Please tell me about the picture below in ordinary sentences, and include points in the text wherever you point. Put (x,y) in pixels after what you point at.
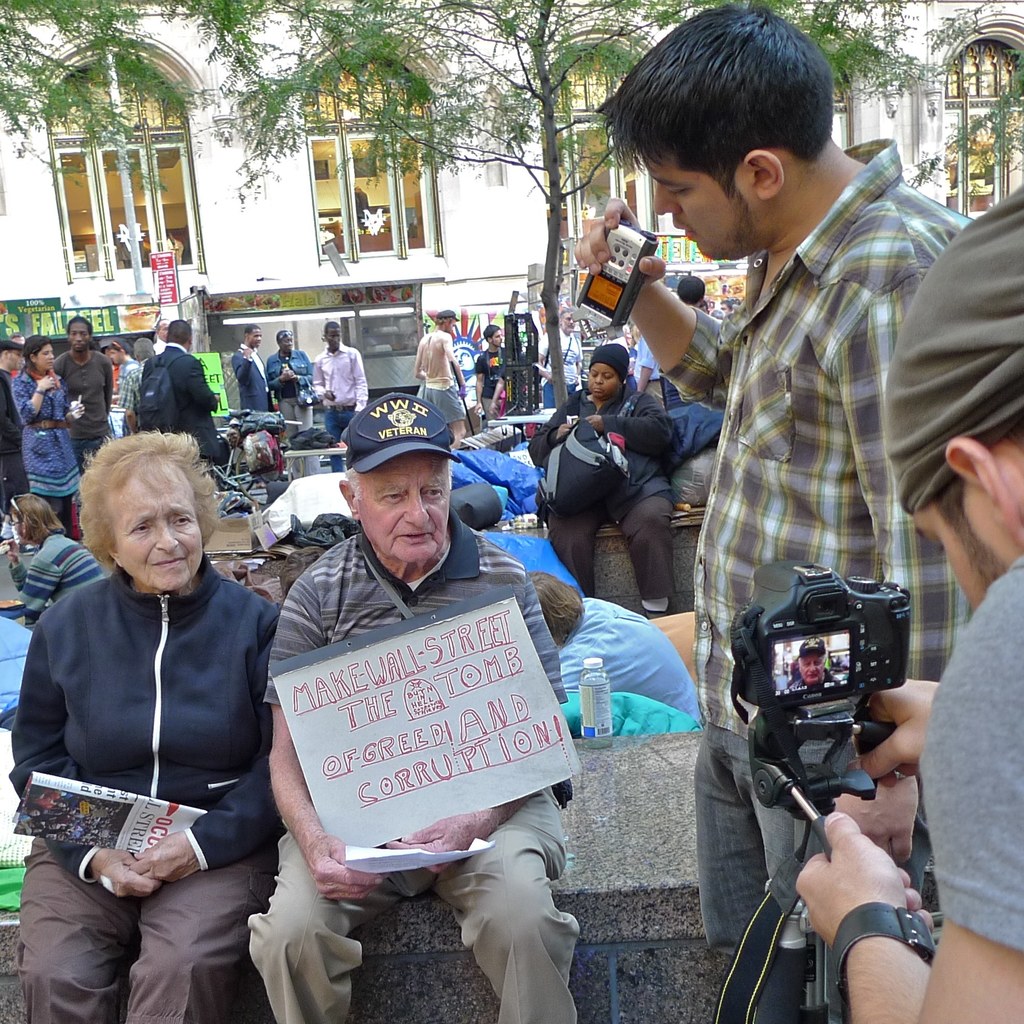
There is a person (786,382) on the right side (1005,274). He is taking a video of this people (25,968) who are sitting on the left side (76,907). In the background (203,403) we can see a group of people (352,381) who are standing. We can see a house (374,124) and a tree (515,25).
